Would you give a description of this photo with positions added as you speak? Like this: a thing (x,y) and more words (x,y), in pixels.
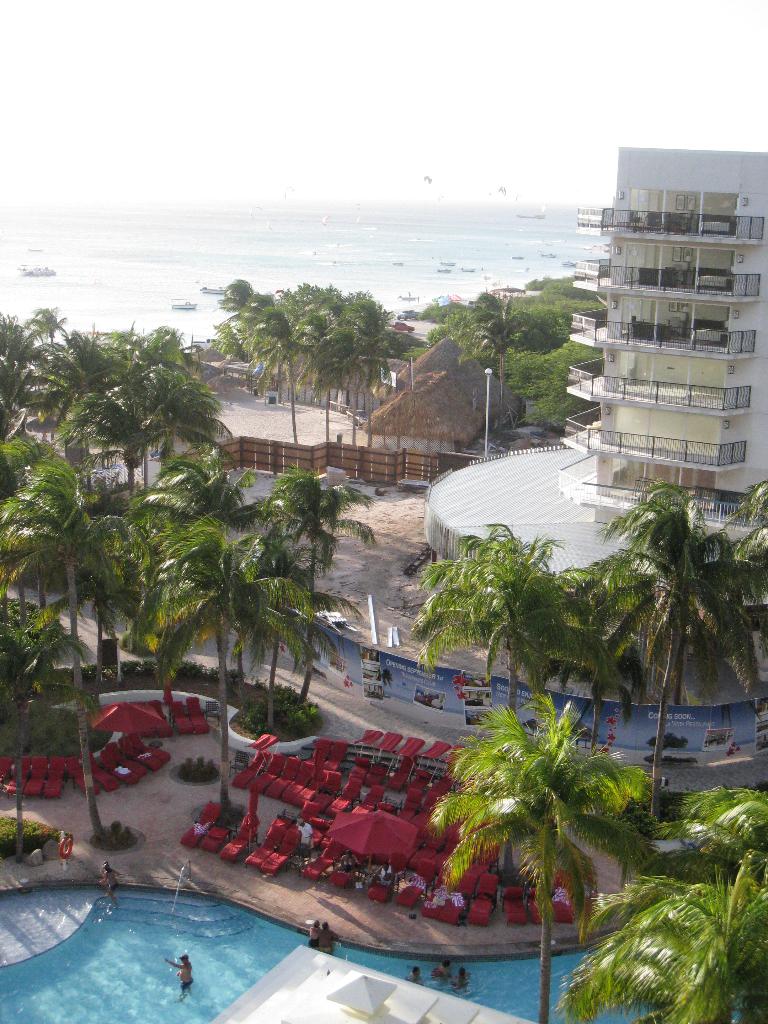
In this image in the front (200,915) there is water (162,1002) and in the water (174,981) there are persons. In the center (467,631) there are objects (245,779) which are red in colour and there are trees (245,639). In the background (702,369) there is a building (689,315), there are trees (524,393) and there is water (418,280) and the sky (396,158) is cloudy.
